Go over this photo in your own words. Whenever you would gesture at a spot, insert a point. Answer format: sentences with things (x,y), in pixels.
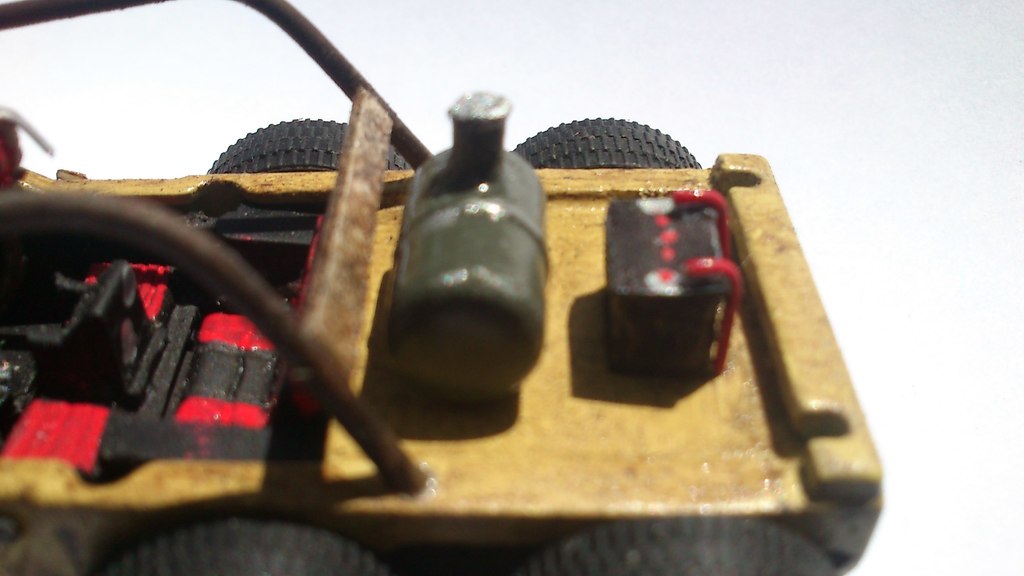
In this picture I can see a toy car (605,456) and I can see a white color background (887,301).
